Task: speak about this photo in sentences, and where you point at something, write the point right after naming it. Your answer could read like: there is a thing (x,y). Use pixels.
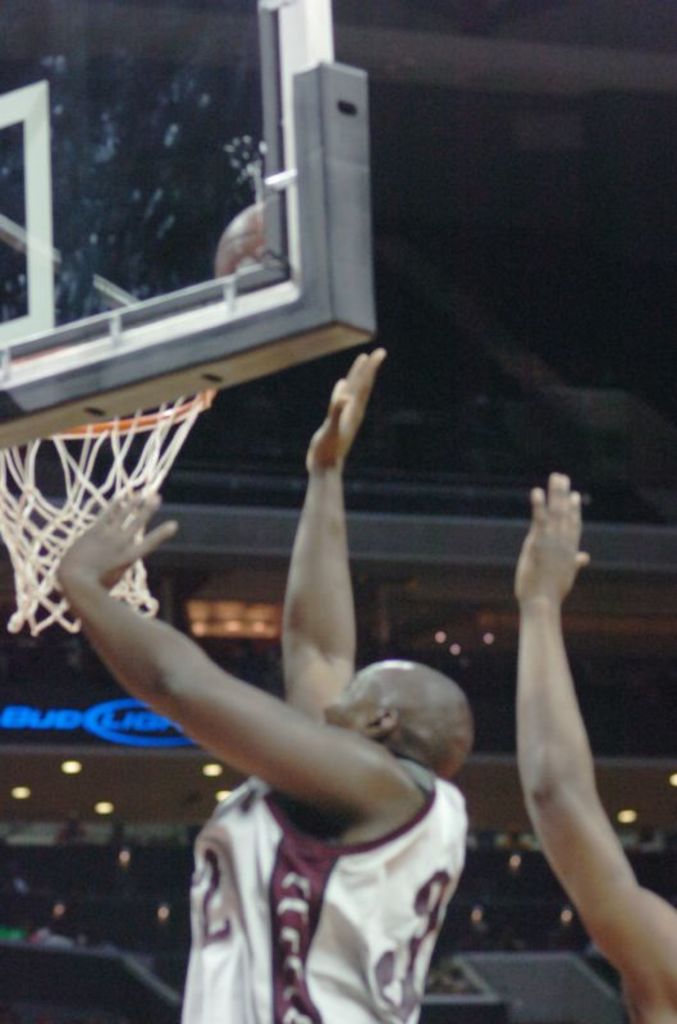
In this image I can see few people (559,802) and the basketball goal post (292,332). I can see few lights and few objects (23,723) at the background (279,535).
